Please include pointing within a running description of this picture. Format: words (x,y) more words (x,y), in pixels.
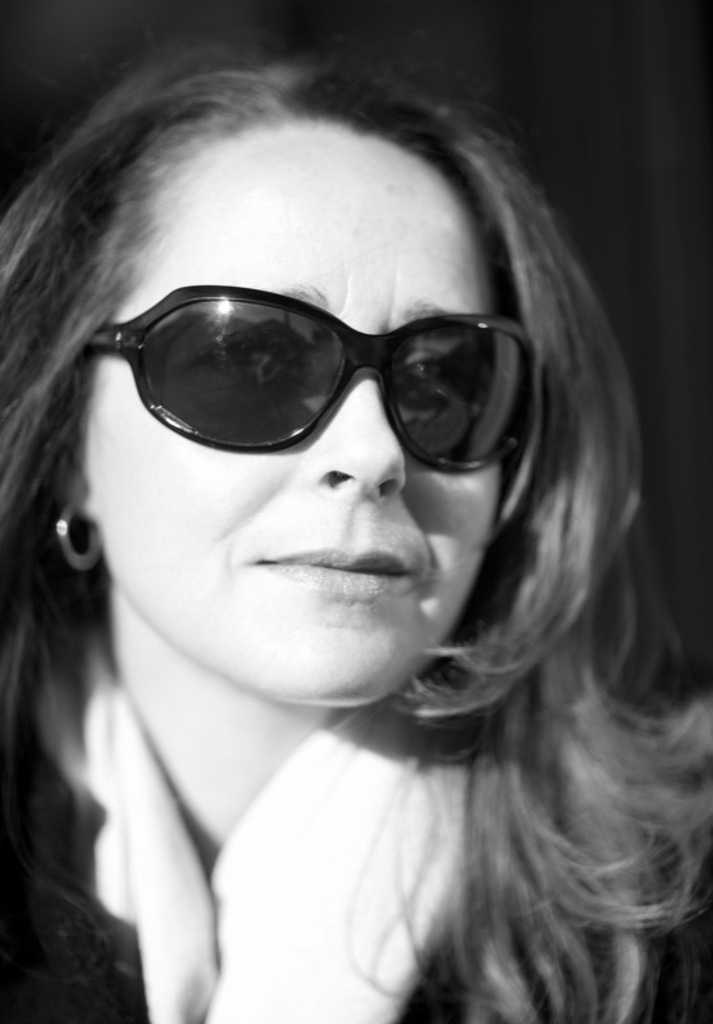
In the image we can see there is a woman (346,727) and she is wearing sunglasses (329,398). The image is in black and white colour.
